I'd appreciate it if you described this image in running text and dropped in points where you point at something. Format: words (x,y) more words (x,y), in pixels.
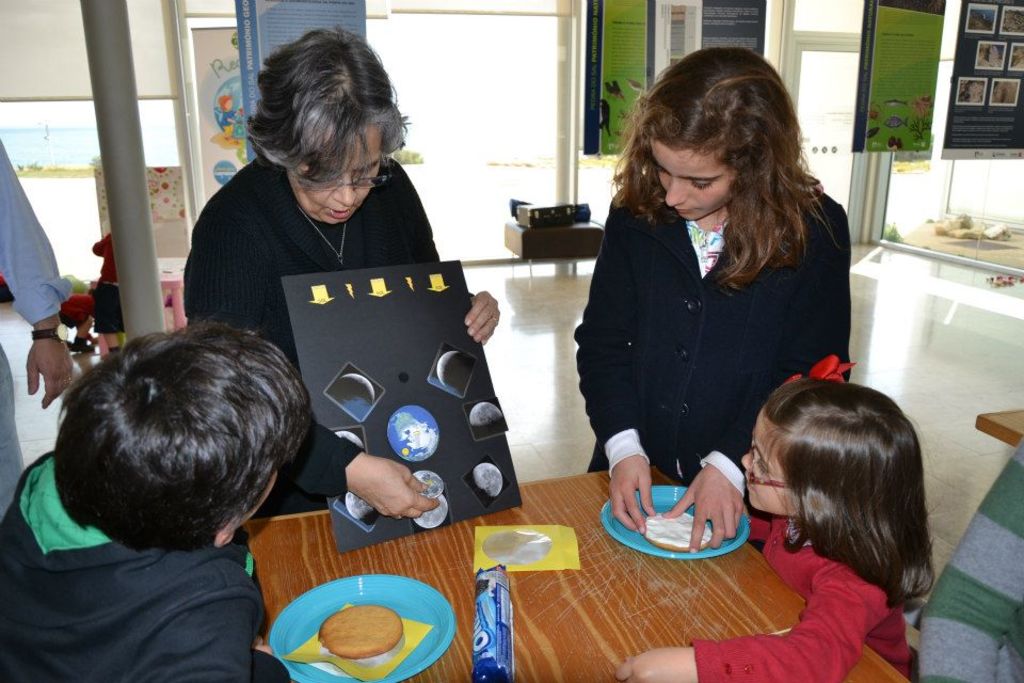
In this image we can see a group of people (235,285). One woman (371,182) is holding a board (430,321) with some pictures (442,511). One woman (663,426) is holding food (666,534) with her hand (727,502). In the foreground (656,542) we can see some food (376,641) placed on a plate (411,650) and a biscuit packet (501,602) placed on the table (596,647). In the center of the image (552,245) we can see a bag (556,212) placed on a chair (593,240). On the left side of the image (64,174) we can see some plants (79,168) and water (52,151). In the background (272,26), we can see banners (985,39) with some text (976,119) and window blinds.
